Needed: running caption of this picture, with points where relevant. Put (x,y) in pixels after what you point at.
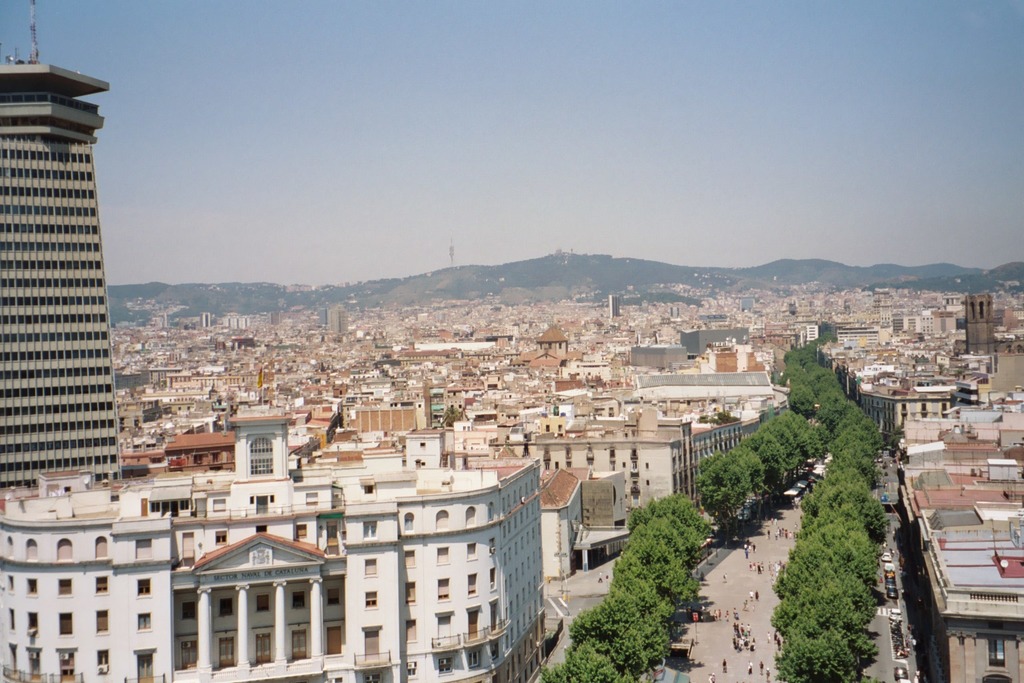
In this image we can see a group of buildings (605,555), trees (692,533) and persons (736,612). In the background (681,300), we can see the mountains (363,287). At the top (470,143) we can see the sky (425,128).
